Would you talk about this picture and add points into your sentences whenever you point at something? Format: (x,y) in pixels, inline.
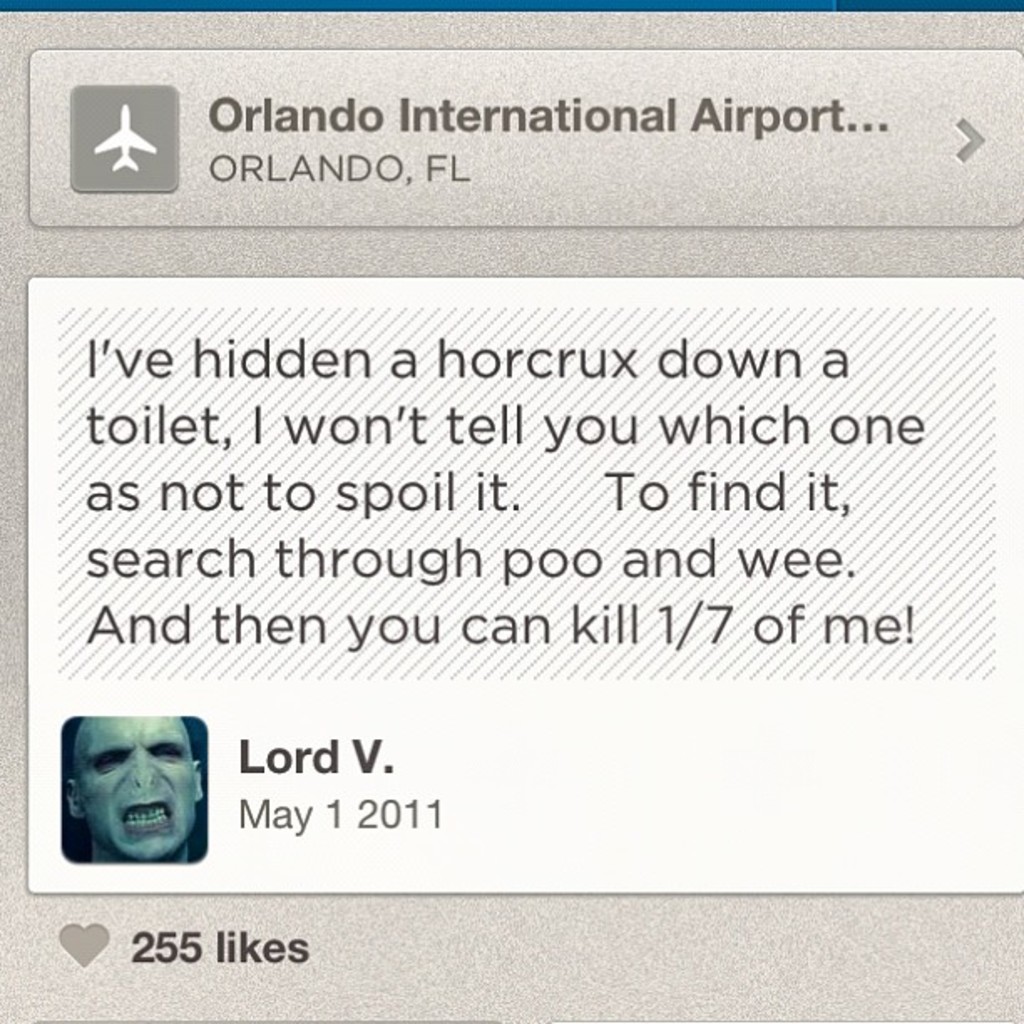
In this image we can see some text (435,367) and photo (151,726) of a person (130,809).
